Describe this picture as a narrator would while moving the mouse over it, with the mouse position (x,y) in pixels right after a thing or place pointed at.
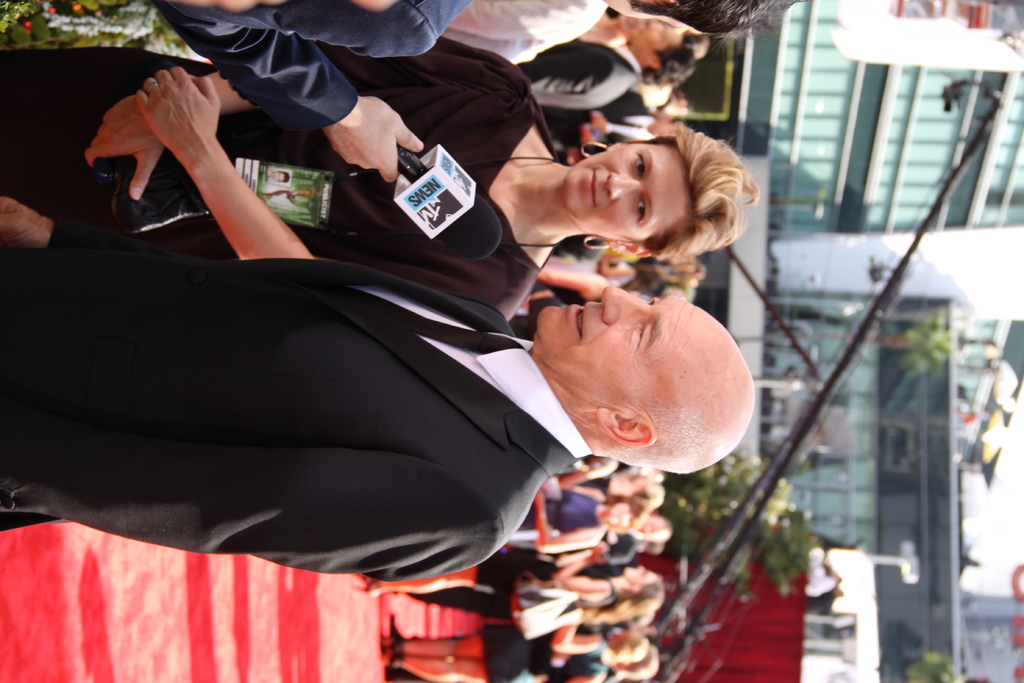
In this image, I can see groups of people (549,489) standing. At the top of the image (352,93), I can see a person's hand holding a mike (454,216). On the right side of the image (850,425), there are trees (768,537), a building (918,188) and a camera crane (690,598).
